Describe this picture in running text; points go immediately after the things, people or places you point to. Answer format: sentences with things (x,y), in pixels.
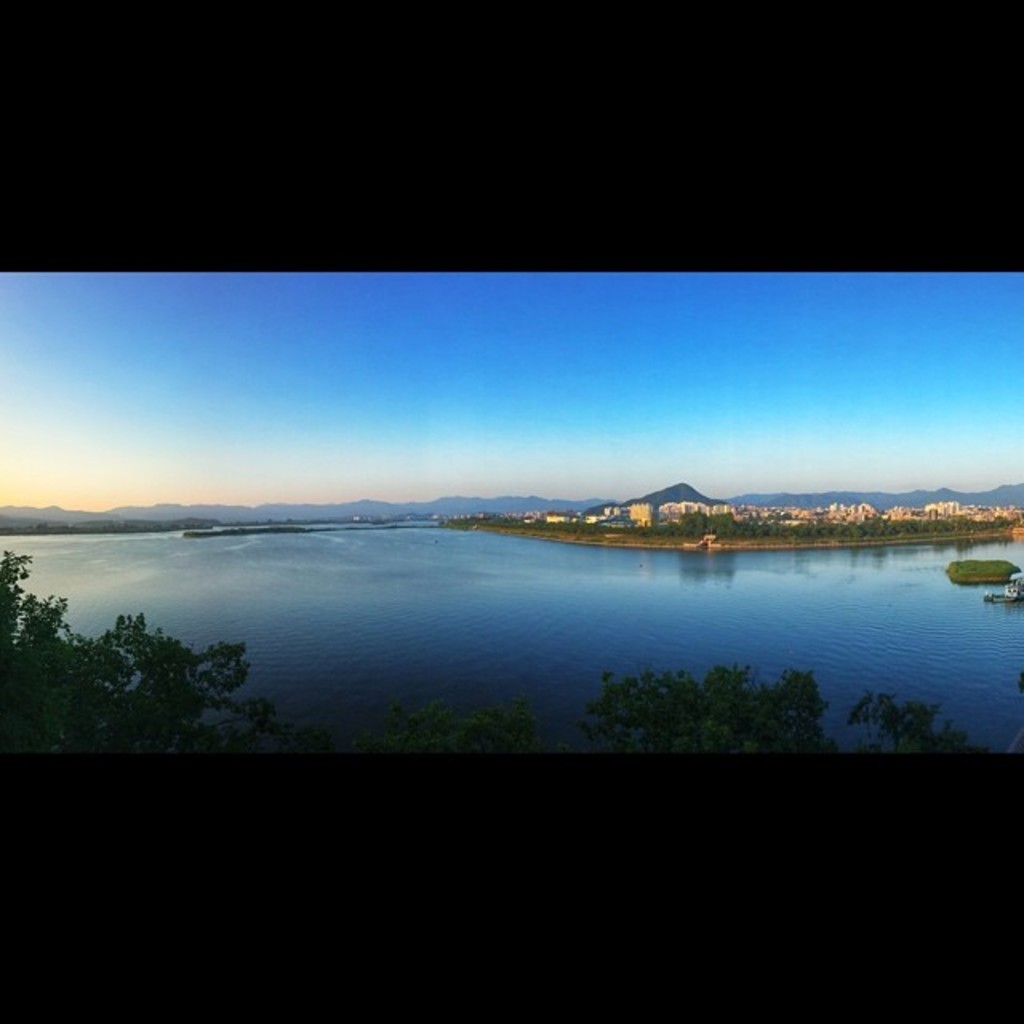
In this picture we can see trees (53,666), water (636,603), buildings (946,507), mountains (20,510) and in the background (322,374) we can see the sky (511,354).
